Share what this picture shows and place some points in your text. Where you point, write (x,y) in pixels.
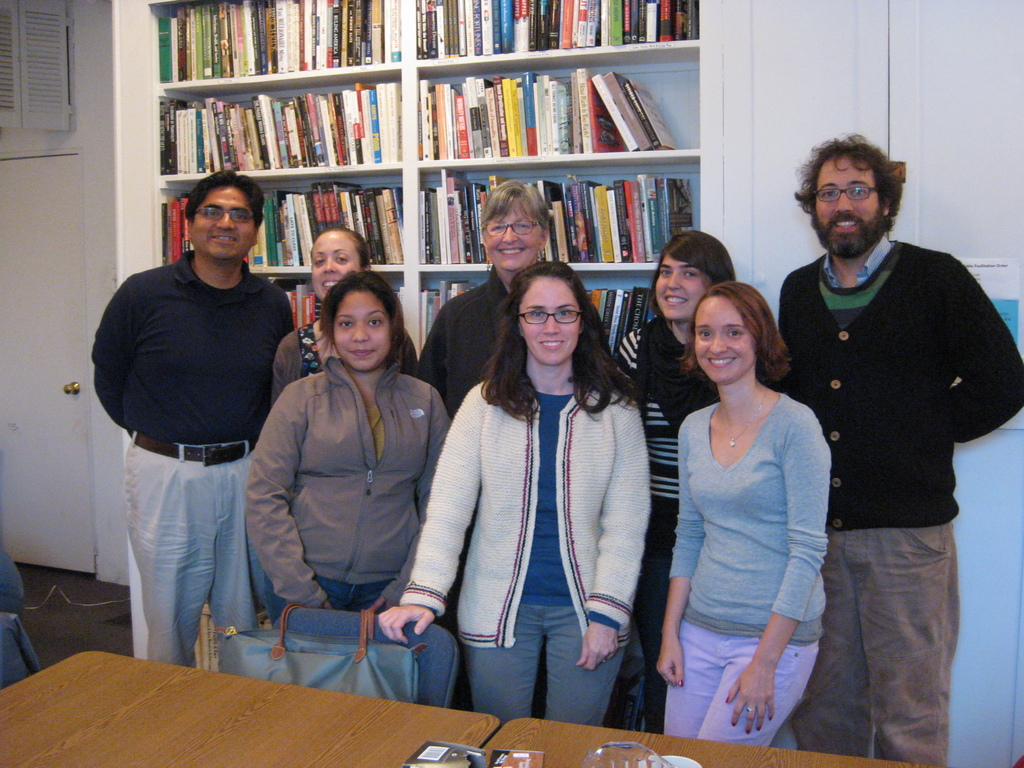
In the middle of this image (554,372), there are persons (239,344) in different color dresses (942,436), smiling and standing. In front of them, there are two tables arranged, on which there are some objects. Beside these tables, there is a chair (455,667) arranged, on which there is a bag (401,677). In the background (605,116), there are books (621,118) arranged on the shelves (682,151) and there are posters (1011,299) attached to the wall (980,156).
